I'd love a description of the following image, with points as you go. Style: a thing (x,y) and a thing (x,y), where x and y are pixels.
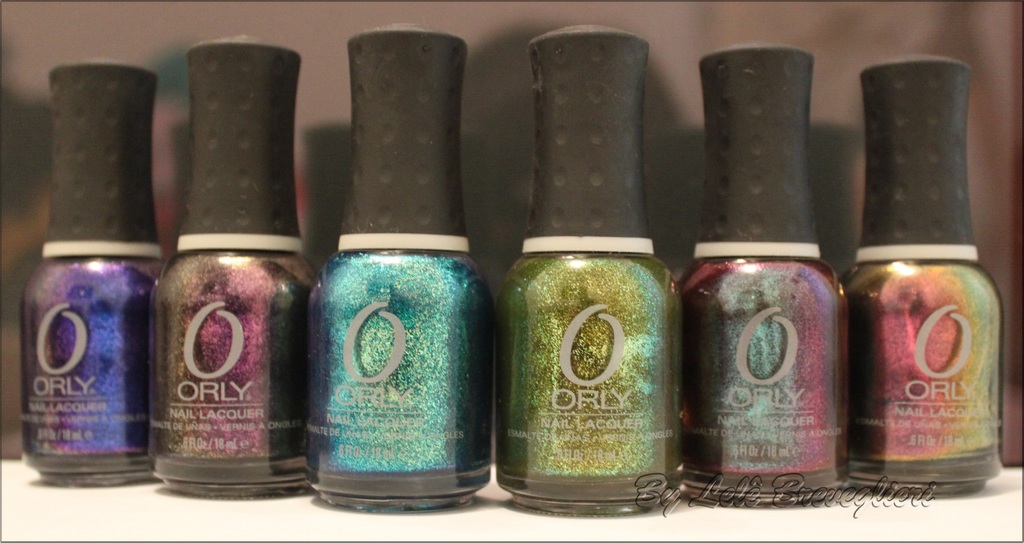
In this image, we can see bottles (484,370) on white surface (876,527). There is a text (899,498) in the bottom right of the image (731,495).
